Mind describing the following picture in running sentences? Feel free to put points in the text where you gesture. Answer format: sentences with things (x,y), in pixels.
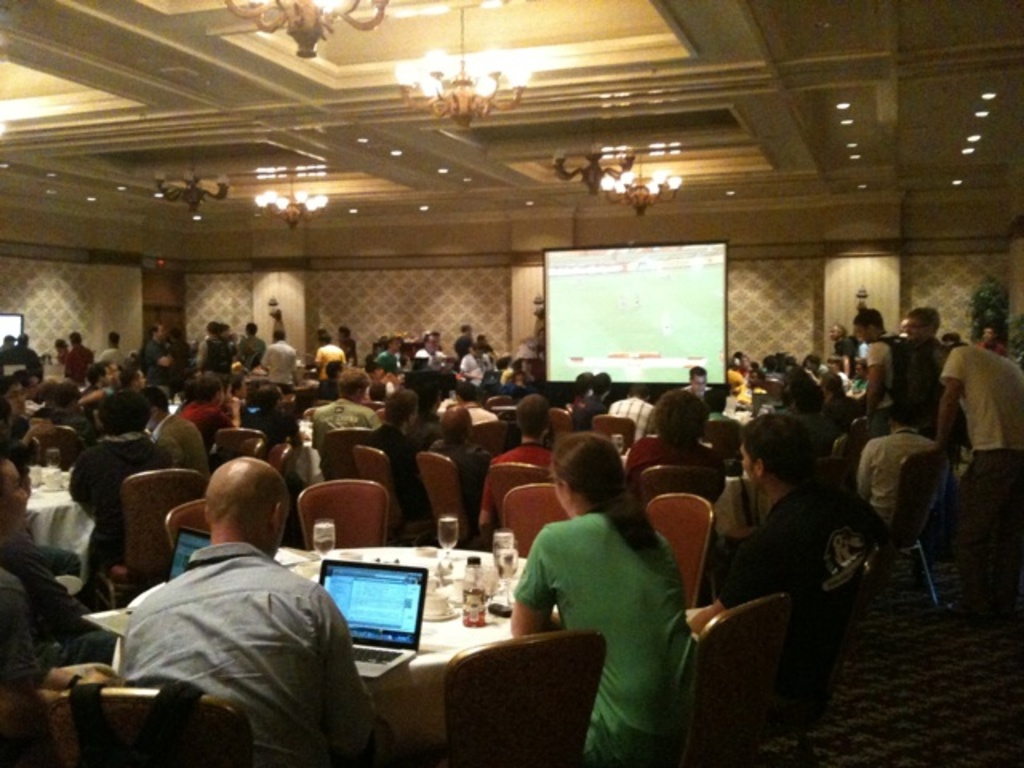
In the center of the image (653,448) there are people (597,437) sitting on chairs (71,436). In the background of the image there is a projector screen (719,252). There is a wall (764,294). At the top of the image (904,134) there is a ceiling (78,59) with lights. At the bottom of the image (865,745) there is carpet (918,711).
